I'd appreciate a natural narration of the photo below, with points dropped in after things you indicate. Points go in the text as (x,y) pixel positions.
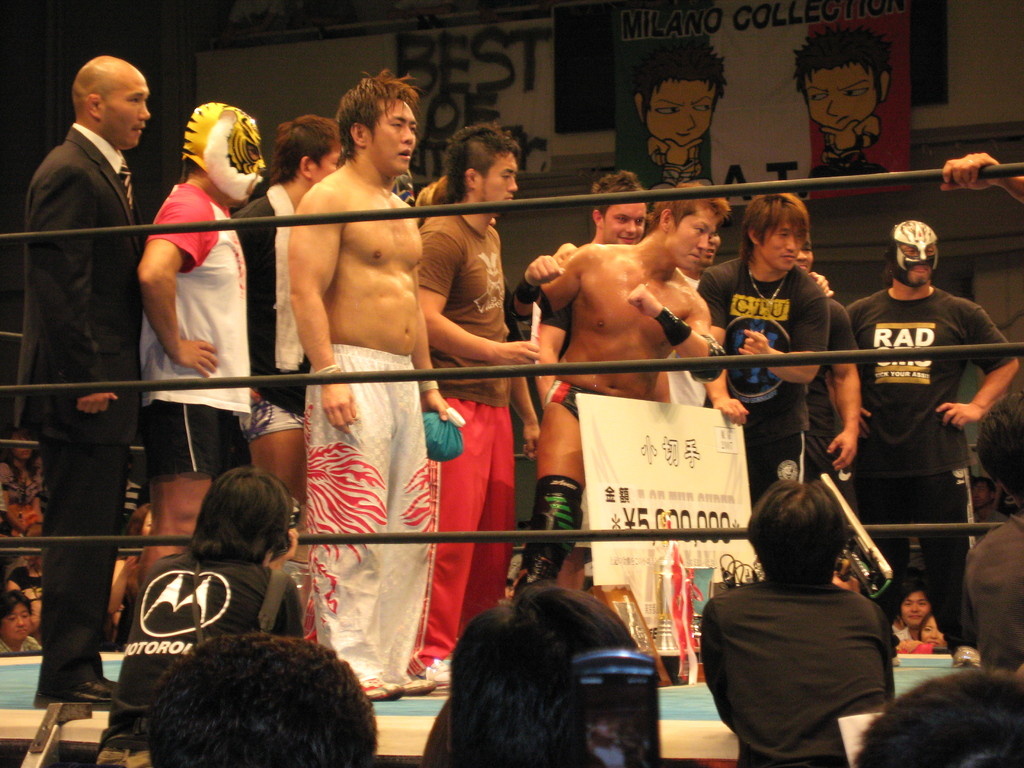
This picture seems to be clicked inside the hall (529,594). In the foreground (974,623) we can see the group of people (299,651) and we can see the text (667,489) and some pictures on the banner (689,485) and we can see the ropes (168,385). In the center (461,414) we can see the group of people (380,320) standing. In the background (817,71) we can see the text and some pictures (707,98) on the banners (222,87) and we can see many other objects (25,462).
